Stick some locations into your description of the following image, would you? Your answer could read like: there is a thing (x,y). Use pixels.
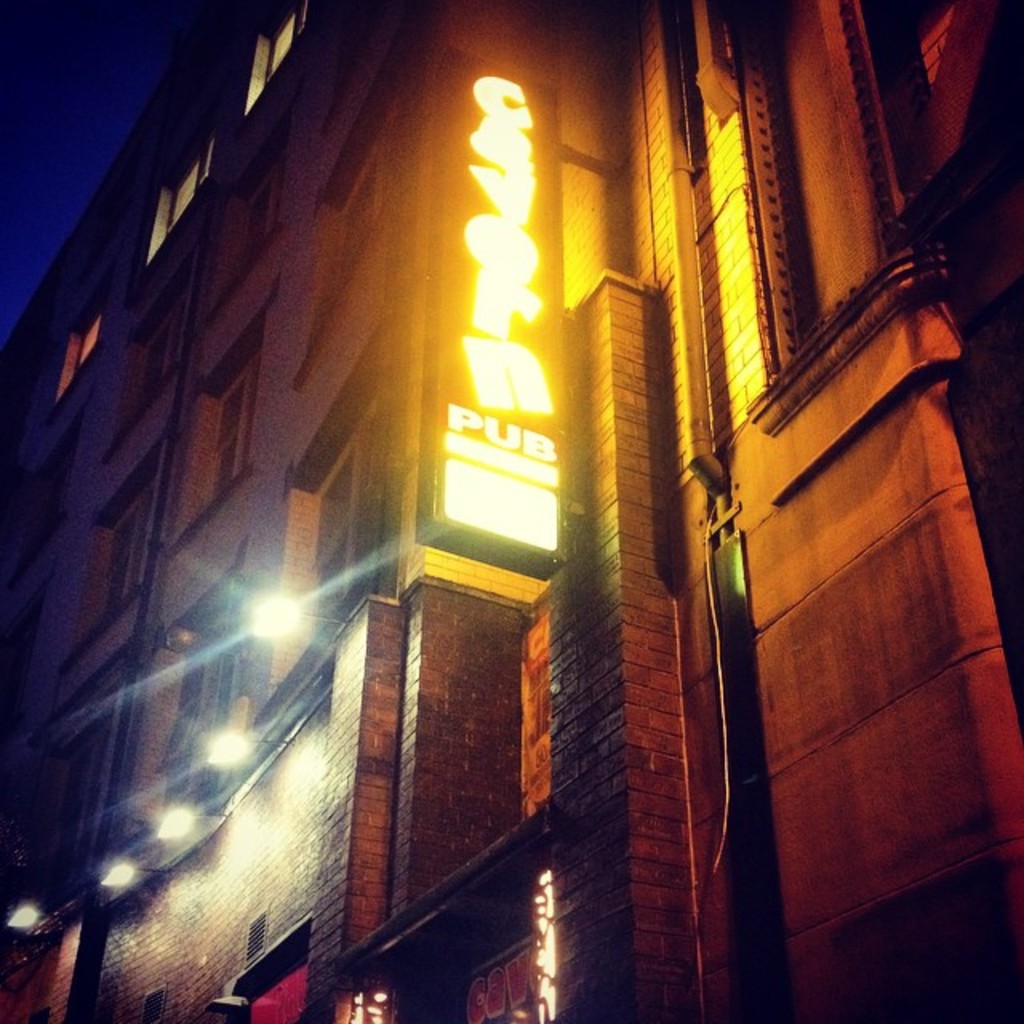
In the center of the image (494,676), we can see a building (376,506) and there are lights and we can see a board (481,466) with some text (498,390).
